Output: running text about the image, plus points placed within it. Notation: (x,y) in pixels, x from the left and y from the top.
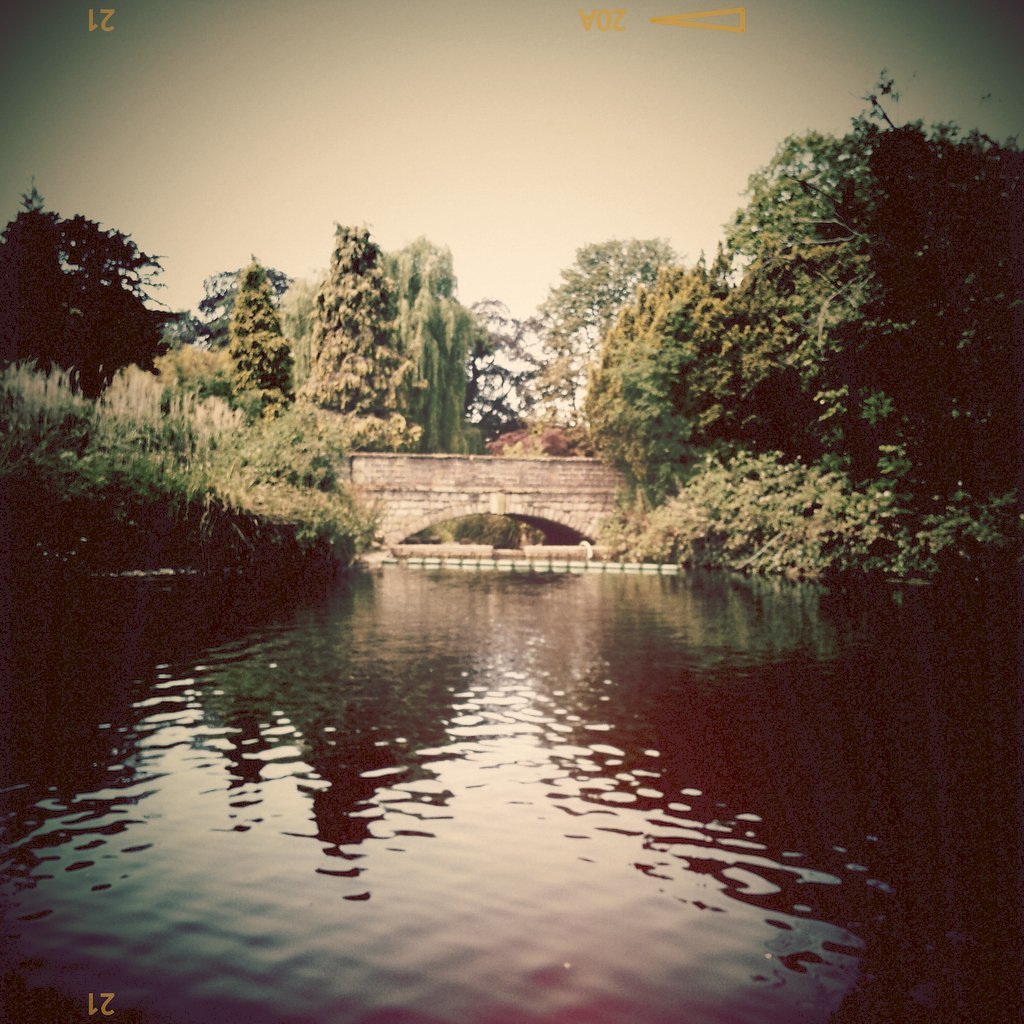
In this image, there is an outside view. There is a lake (527,790) at the bottom of the image (519,808). There are some trees (421,294) and bridge (571,470) in the middle of the image (447,442). There is a sky (506,181) at the top of the image (512,74).
